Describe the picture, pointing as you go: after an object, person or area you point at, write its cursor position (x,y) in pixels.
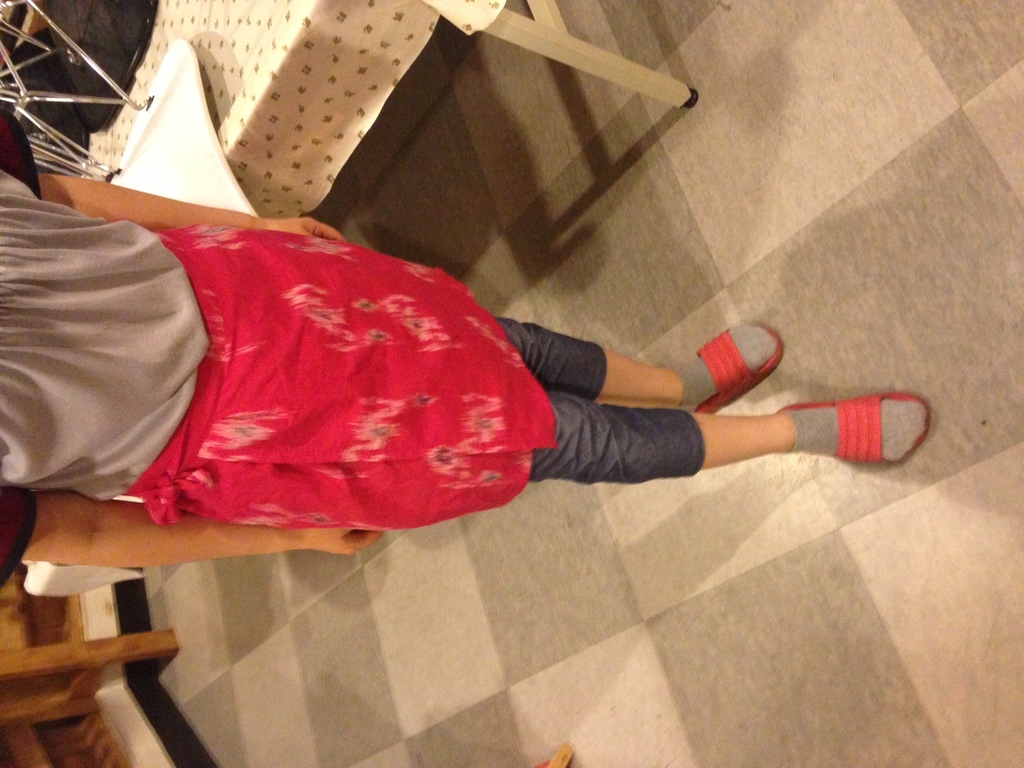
In this image I can see the person (582,395) standing and the person (299,308) is wearing red and brown color dress (189,336). In the background (394,63) I can see few tables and I can also see the cloth (284,96) in brown color.
